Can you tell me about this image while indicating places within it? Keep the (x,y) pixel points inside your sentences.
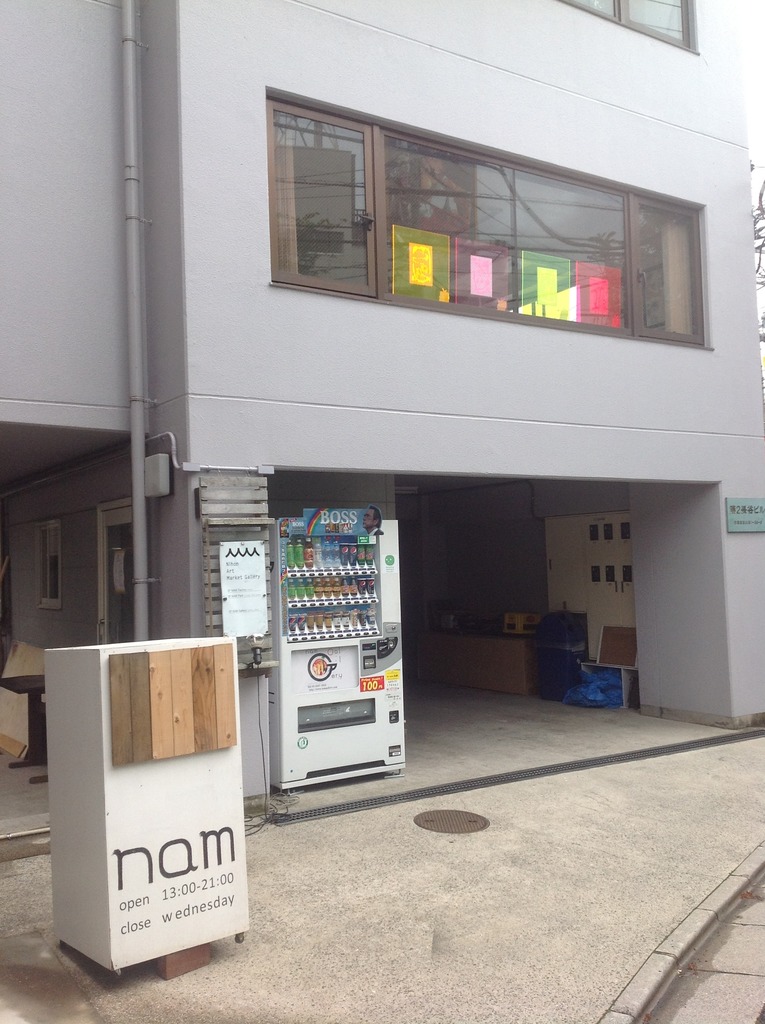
In this image, we can see a building (471,214) and there are windows (538,183), boards (434,242), boxes (144,735) and some other objects (378,596) and we can see bottles (325,590). At the bottom (382,884), there is a floor (464,839).
